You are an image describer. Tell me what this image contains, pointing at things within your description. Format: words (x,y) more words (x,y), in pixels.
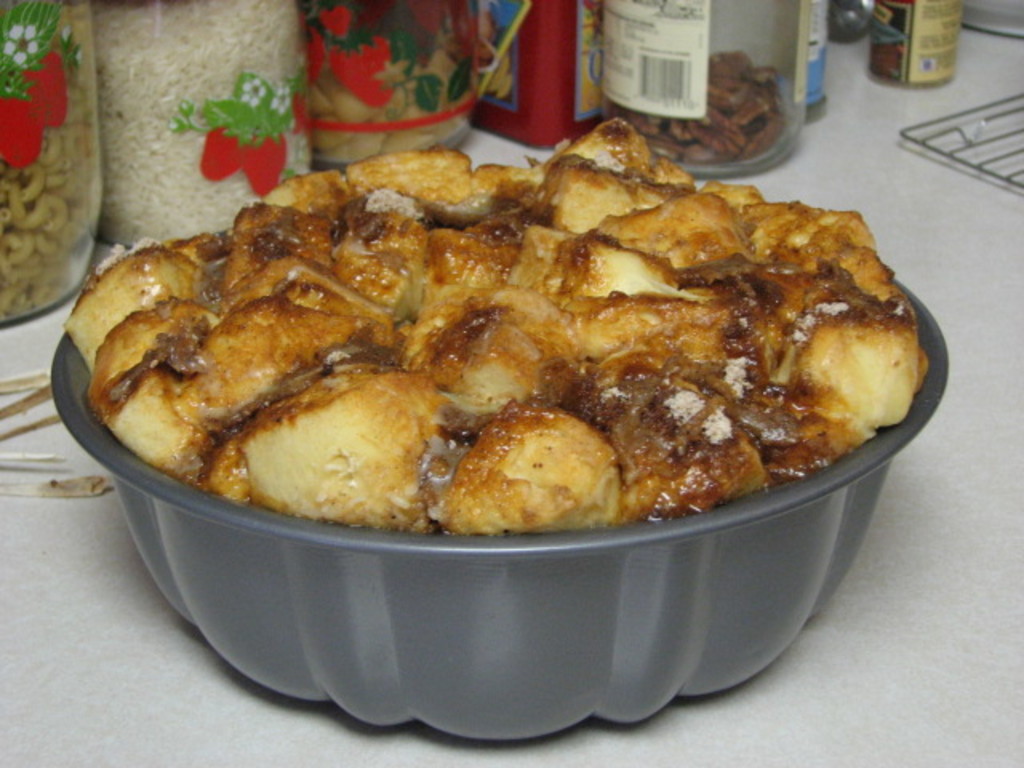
In this image there is a table (980,312), on that table (787,178) there is a bowl (125,484), in that bowl (303,601) there is a food item (695,306), in the background (69,150) there are bottles (636,71), in that bottle (116,84) there is a food item (166,60).
